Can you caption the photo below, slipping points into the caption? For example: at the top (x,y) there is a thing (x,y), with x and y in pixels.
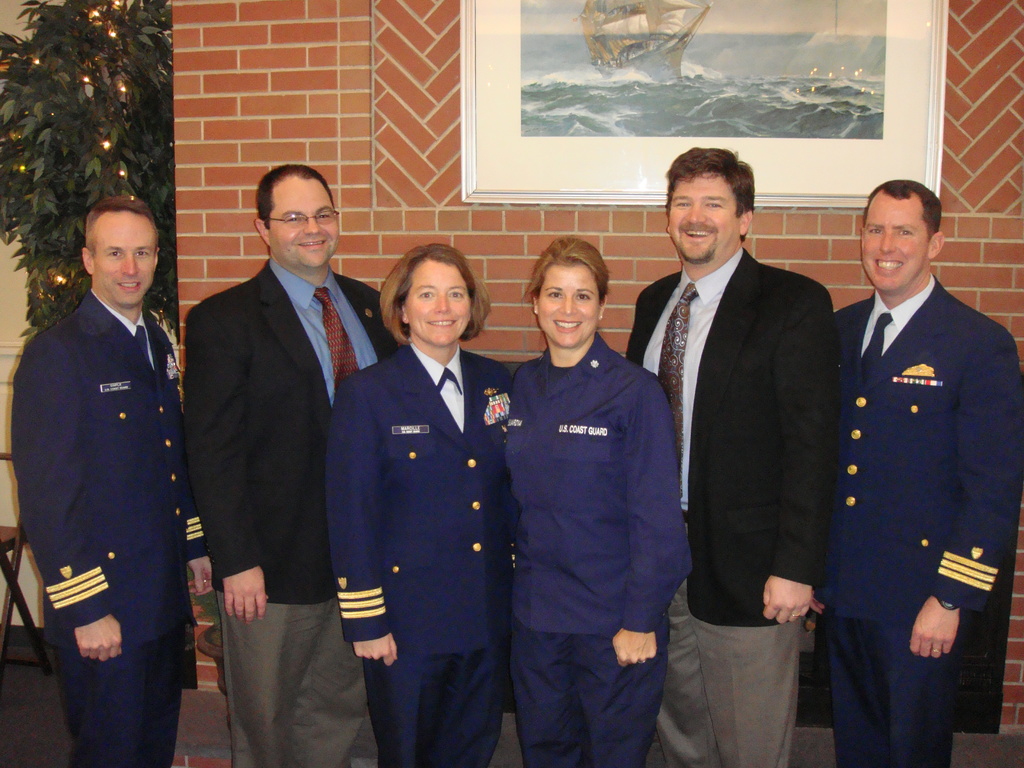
Here in this picture we can see a group of people (189,356) standing on the floor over there and all of them are smiling and behind them on the wall (525,328) we can see a portrait (520,184) present and on the left side (54,38) we can see a tree (144,4) present and we can also see a chair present over there.
